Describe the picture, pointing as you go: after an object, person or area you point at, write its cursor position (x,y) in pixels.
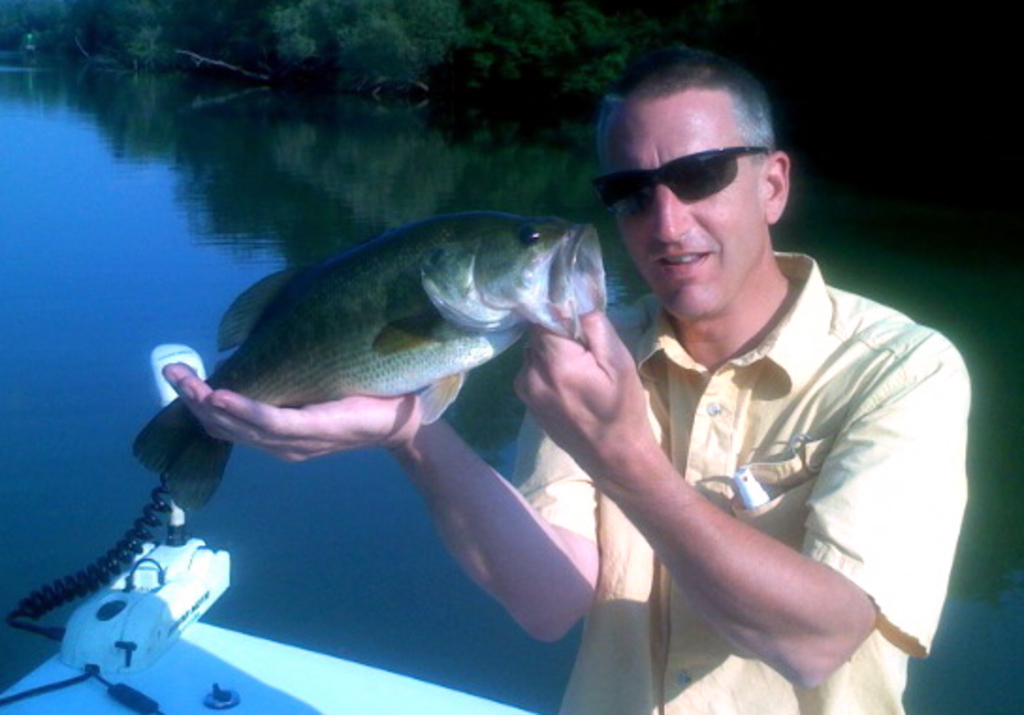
In this image we can see one man (629,534) standing in the boat (122,674) and holding a fish (496,310). There is one boat (168,668) on the river (87,468), few objects (76,626) on the boat (240,701), some trees (90,4) in the background (666,17) and the background (967,107) is dark.
